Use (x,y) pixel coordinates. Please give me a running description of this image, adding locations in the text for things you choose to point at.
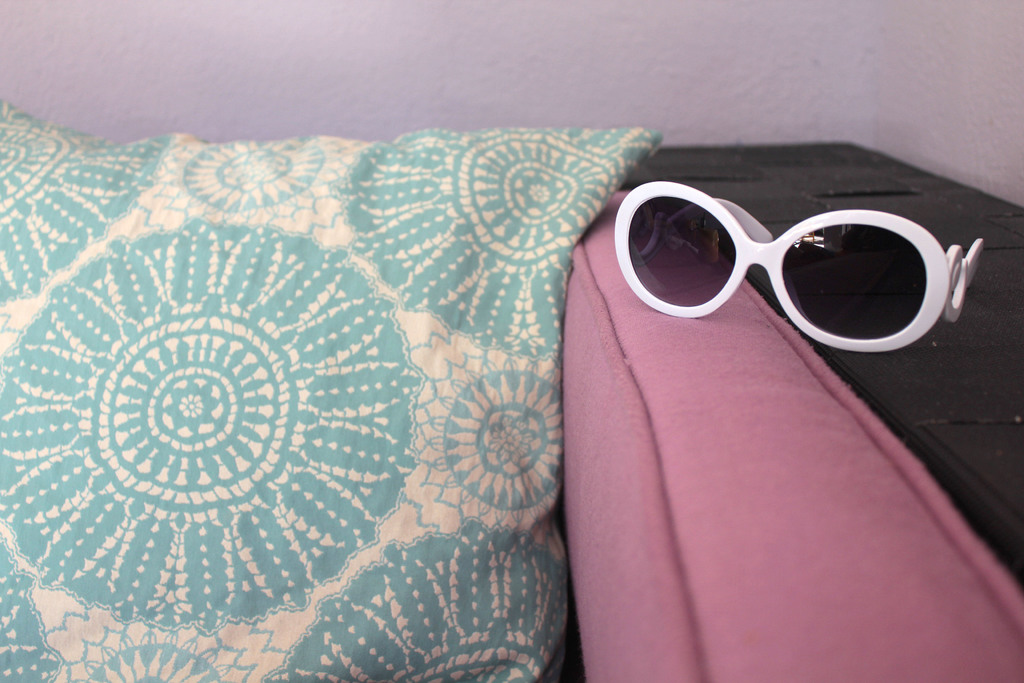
In the picture I can see a pillow (425,307) on the pink color sofa (703,485). I can see the goggles (707,297) on the right side (902,278). In the background (773,28), I can see the wall (448,12).
